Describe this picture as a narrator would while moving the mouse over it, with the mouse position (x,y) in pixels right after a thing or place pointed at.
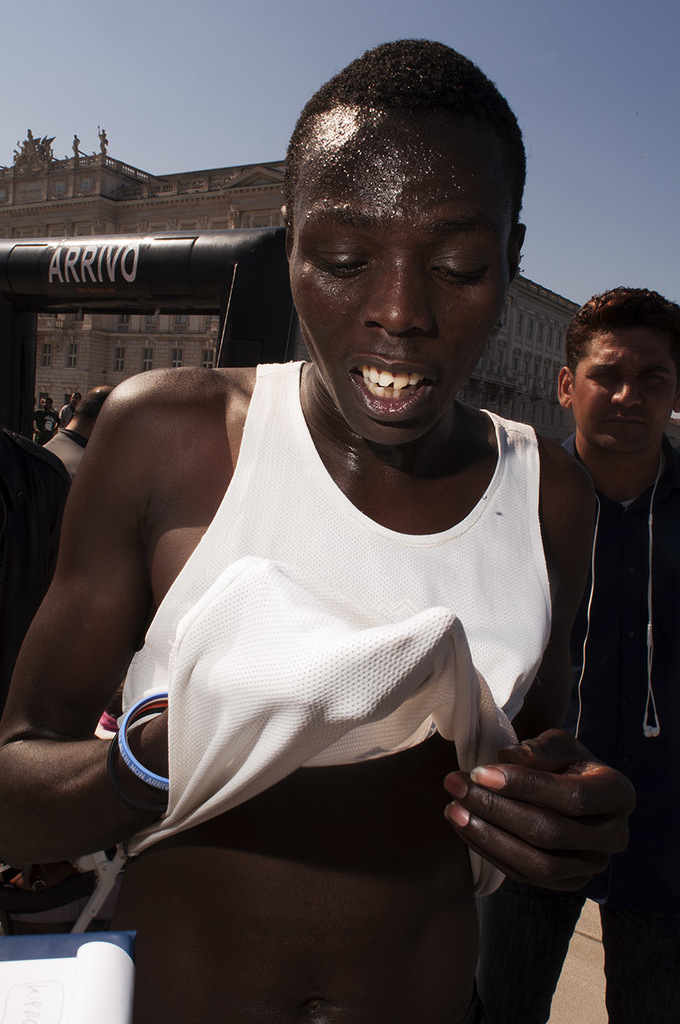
In the foreground of the picture (323,387) there is a person (373,403) standing, behind him there are people (618,415) and an arch (97,239). In the background (166,175) there is a building (148,214). Sky (168,116) is clear and it is sunny. On the left (66,975) there is a book (56,988).
